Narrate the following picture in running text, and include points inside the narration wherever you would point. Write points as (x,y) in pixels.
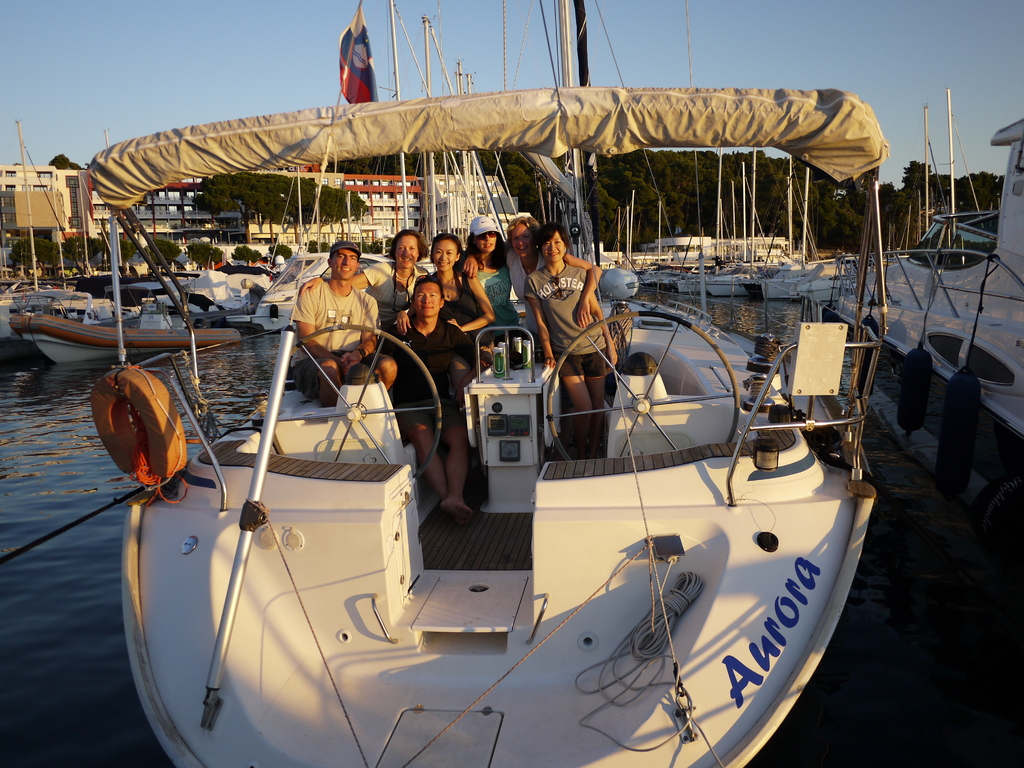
In this picture I can see few boats (759,271) in the water (77,564) and I can see few people (469,319) are standing and a couple of them sitting the boat (317,437) and I can see blue sky (803,84) and I can see text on the boat (832,108).
